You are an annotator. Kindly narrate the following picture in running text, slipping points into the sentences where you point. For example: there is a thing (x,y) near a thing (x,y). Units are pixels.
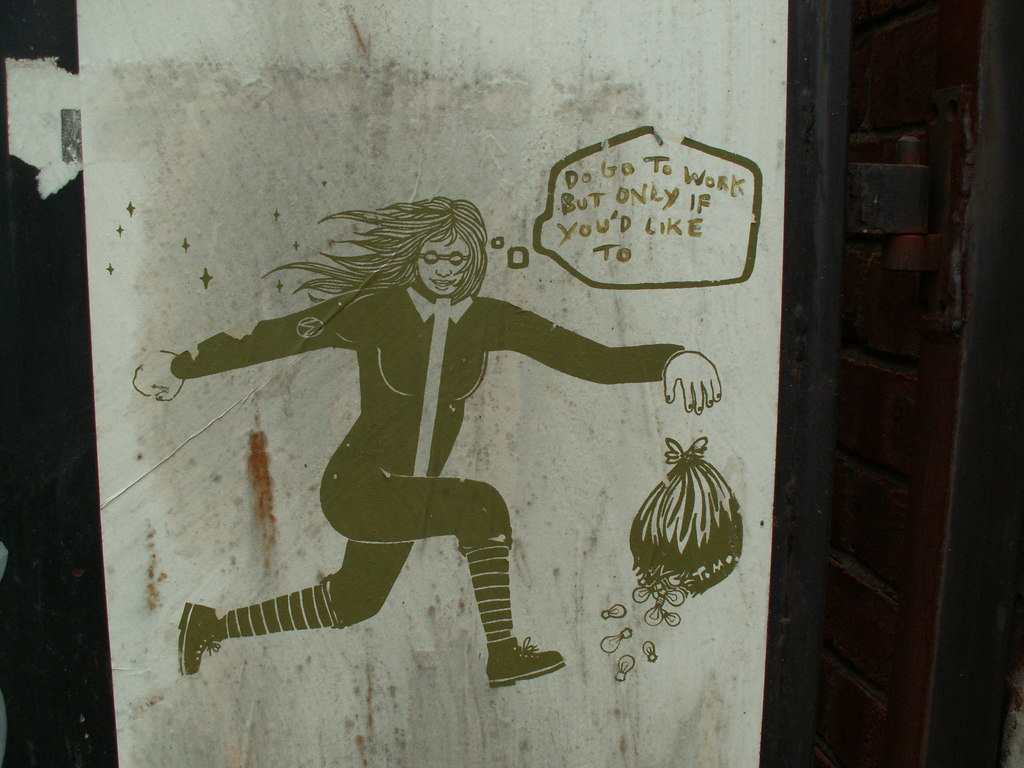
In this image we can see the painting (444,445) of a person (436,348) and a bag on the wall (475,405), also we can see the text (601,246) on it.
